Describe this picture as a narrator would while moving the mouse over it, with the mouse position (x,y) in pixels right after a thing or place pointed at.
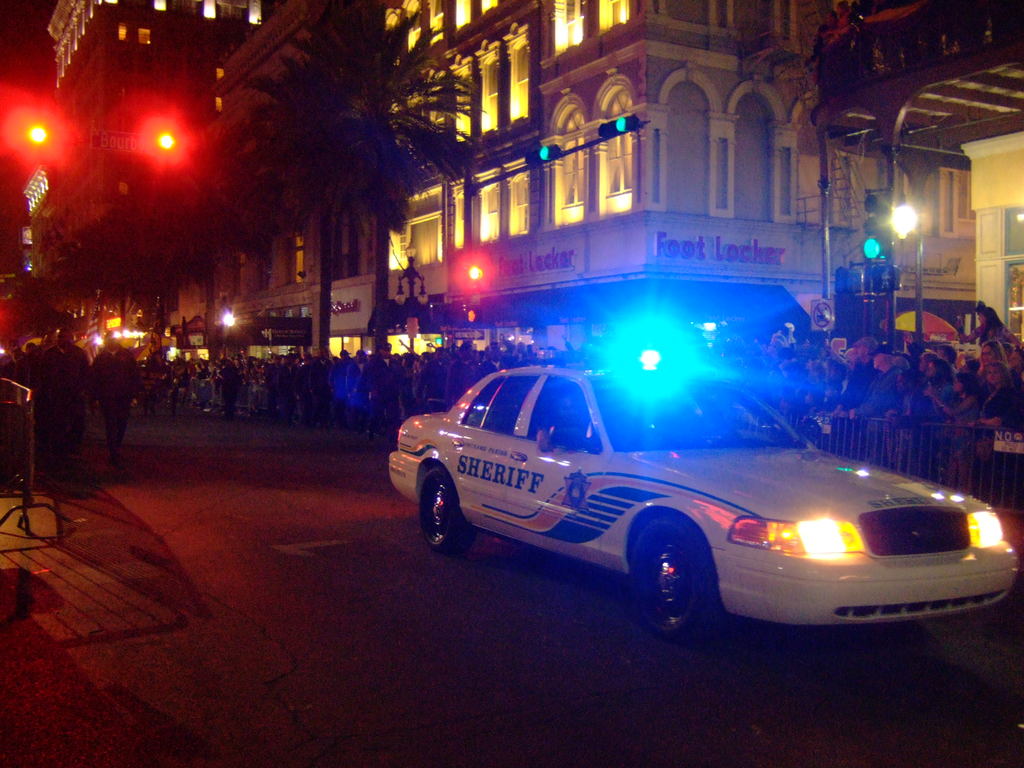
In this picture we can see a car (584,517) on the road (553,571). Behind the car (529,475), there are groups of people (387,397), barricades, trees (242,228) and buildings (533,75). There are poles (827,296) with the traffic lights (846,276).
